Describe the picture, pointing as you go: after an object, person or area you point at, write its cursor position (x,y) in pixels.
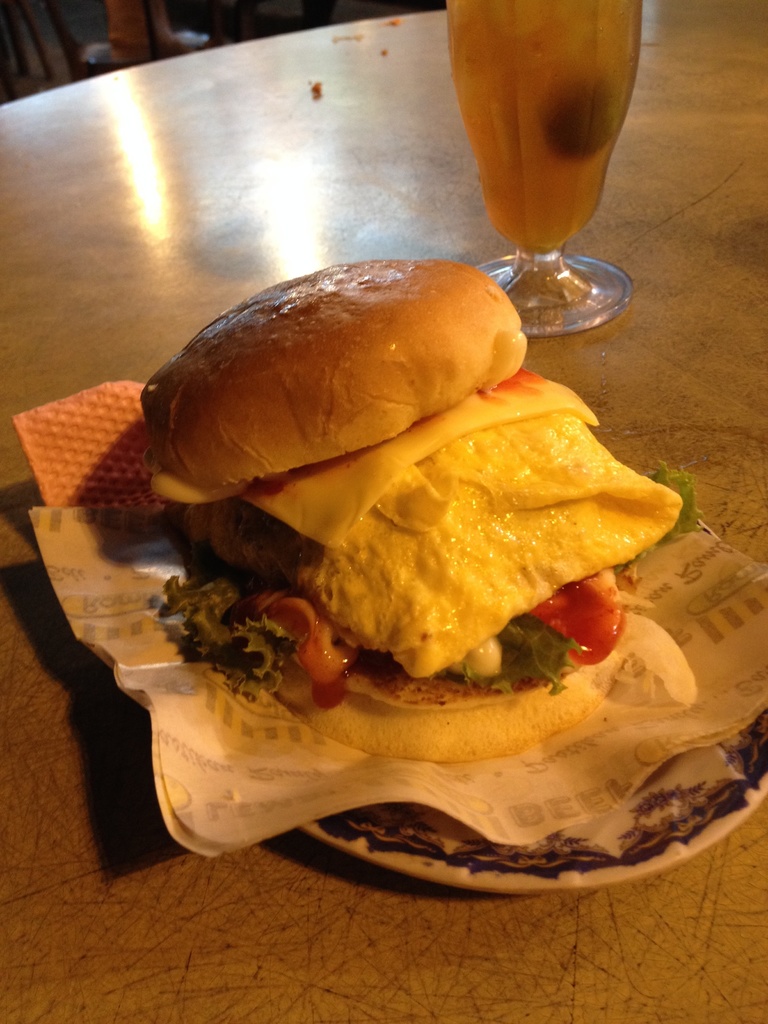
In this image we can see a plate (480,845) containing food (545,692) and a paper (617,791) placed on the surface (344,1014), we can also see a glass (574,50) containing liquid (559,228).
